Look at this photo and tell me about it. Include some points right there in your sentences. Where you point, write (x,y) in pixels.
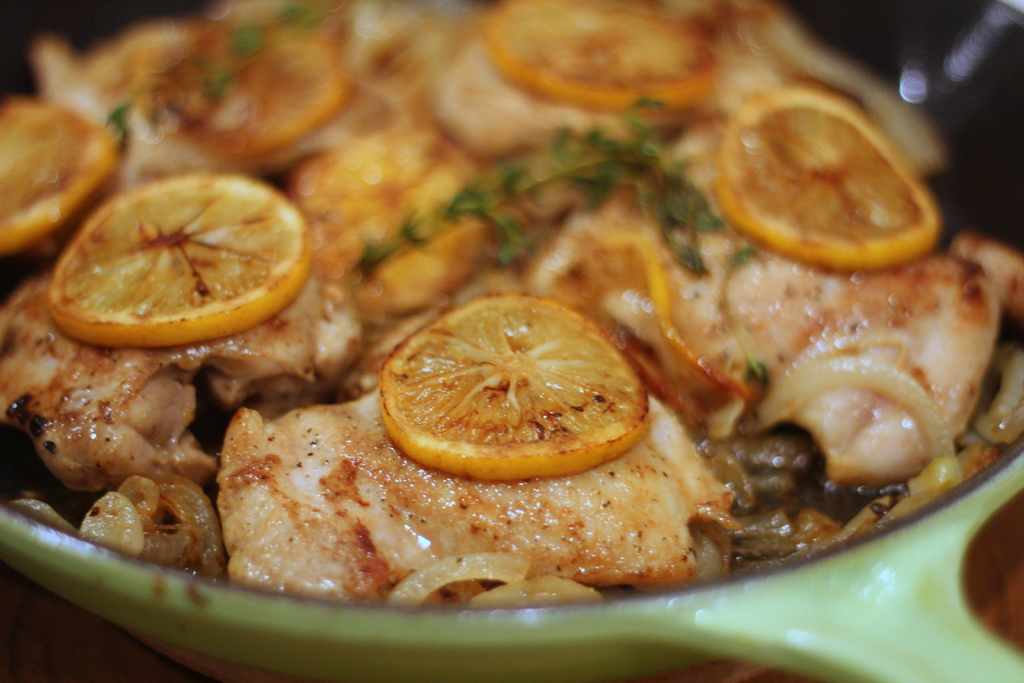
In this picture there is some food (643,339) in the bowl (779,595).
